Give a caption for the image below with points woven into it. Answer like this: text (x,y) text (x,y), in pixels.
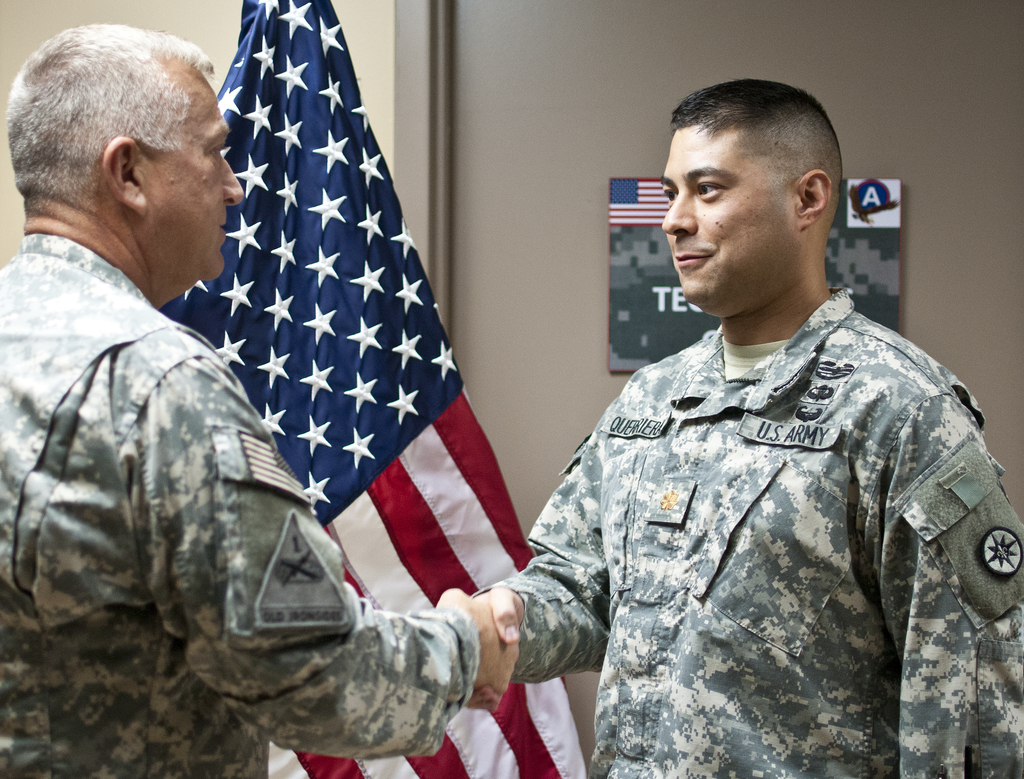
There are two men (587,578) shaking their hands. In the back (534,140) there is a wall (514,240) with a frame (632,290). Also there is a flag (258,390).
